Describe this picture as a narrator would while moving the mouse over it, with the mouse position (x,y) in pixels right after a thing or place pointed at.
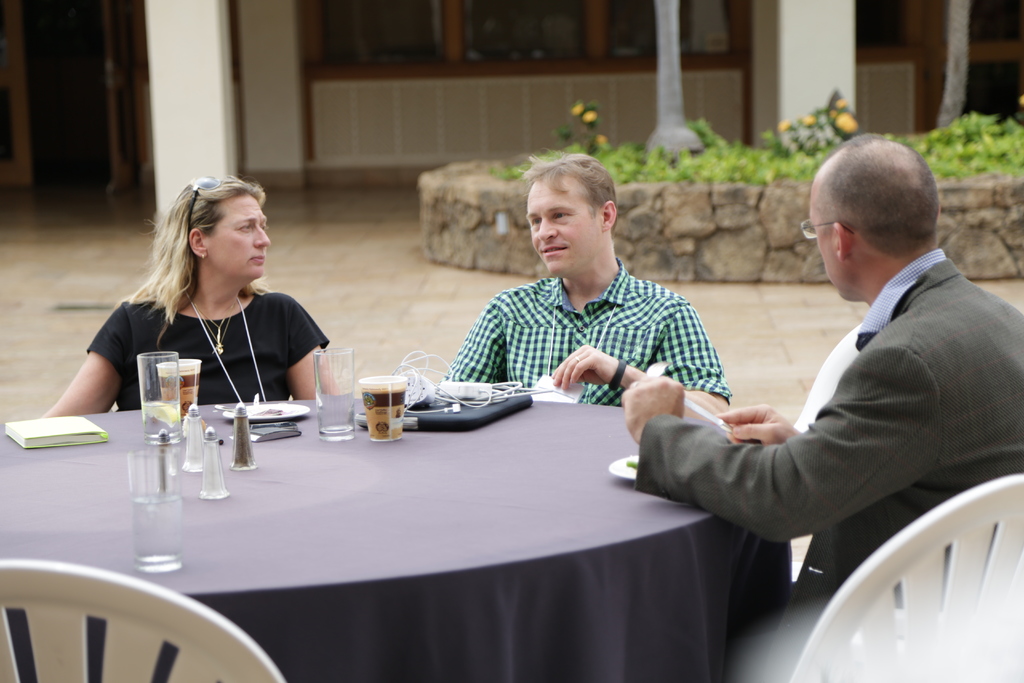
In this picture we can see two men (553,203) and one woman (286,295) sitting on chair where in middle (529,352) person (648,286) is talking and in front of them on table (113,502) we have glasses (337,430), box (456,419), wires (455,398), book (56,432), plate (291,408) and in background (392,168) we can see plants (700,171), wall (636,217), pillar (215,141), windows (520,42), door (144,85).
